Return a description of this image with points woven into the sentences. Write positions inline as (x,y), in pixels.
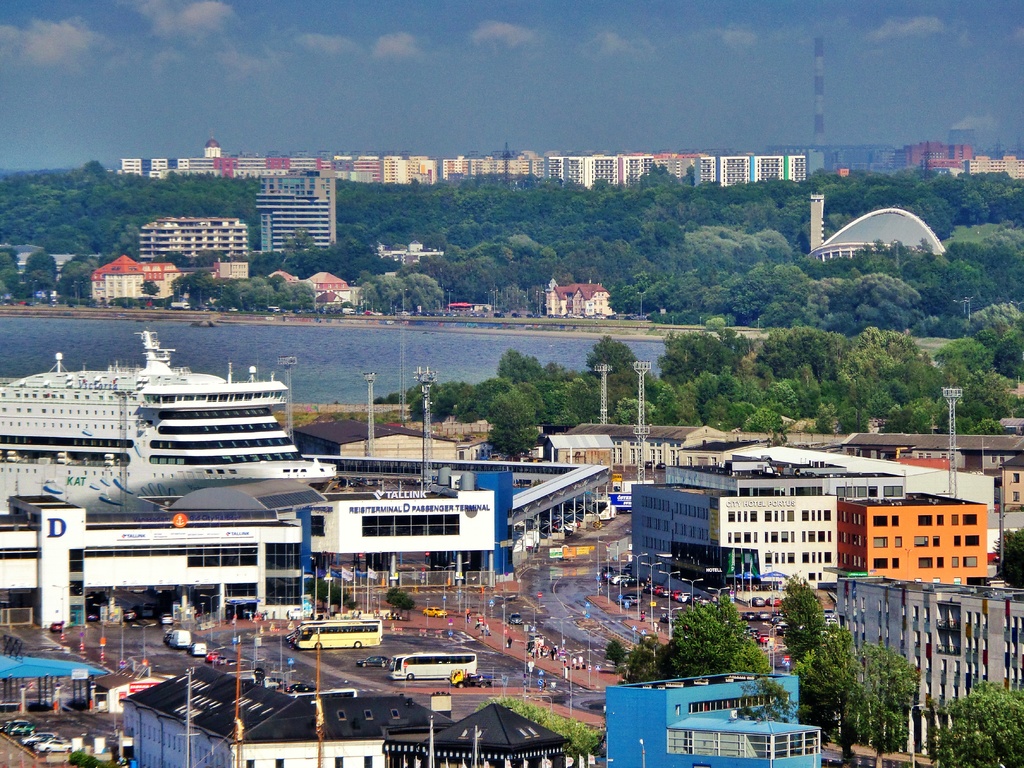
There are buildings (608,173) and trees (828,346), this is water (437,360) and a sky (551,88), this is ship (193,435).
